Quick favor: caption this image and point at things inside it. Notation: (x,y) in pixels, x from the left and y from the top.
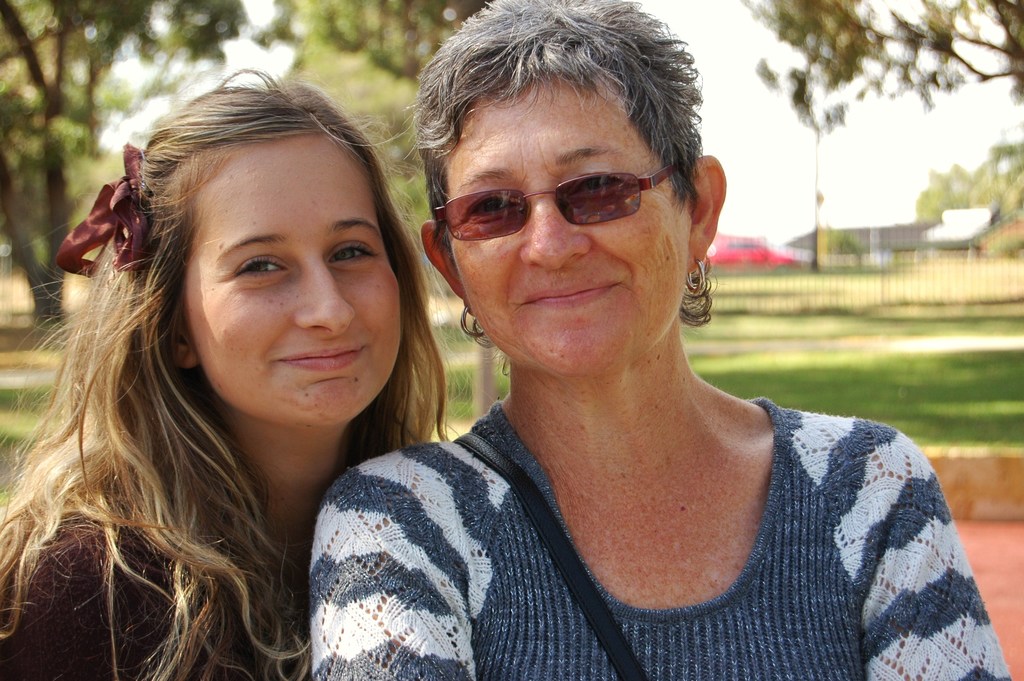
In this image there are persons (286,494) in the front (303,483) smiling. In the background (282,53) there are trees (195,44), there's grass (893,379) on the ground (878,380), and there is a car (763,253) which is red in colour.
